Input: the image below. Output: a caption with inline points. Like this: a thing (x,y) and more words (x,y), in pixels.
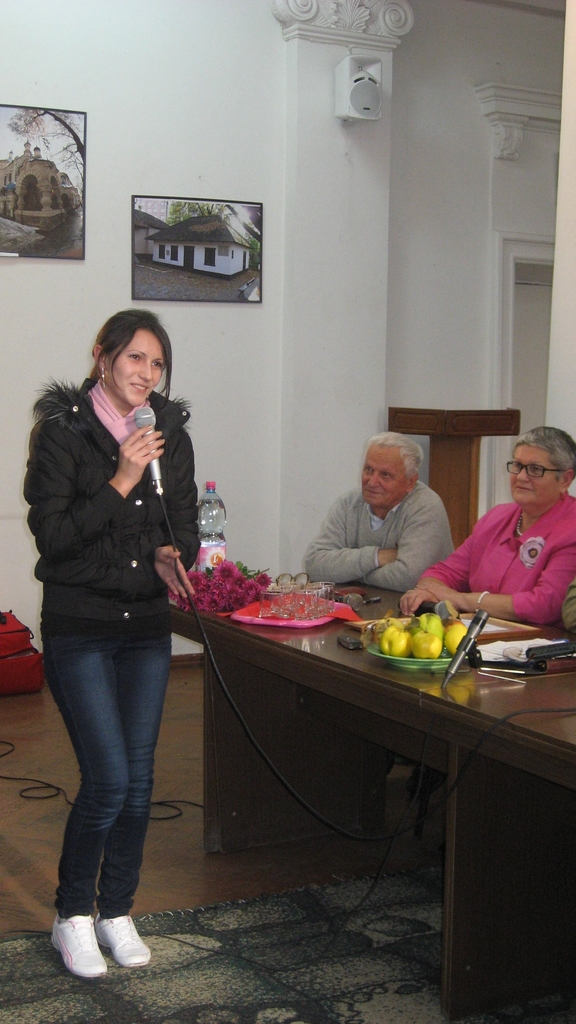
there is a room (258,565). She is standing and she is holding a mic (154,475). The two persons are sitting on a chair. There is a table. There is a flowers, fruits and bottle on a table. We can see the background (199,110) there is a photo frame (175,216) and wall (389,267).
